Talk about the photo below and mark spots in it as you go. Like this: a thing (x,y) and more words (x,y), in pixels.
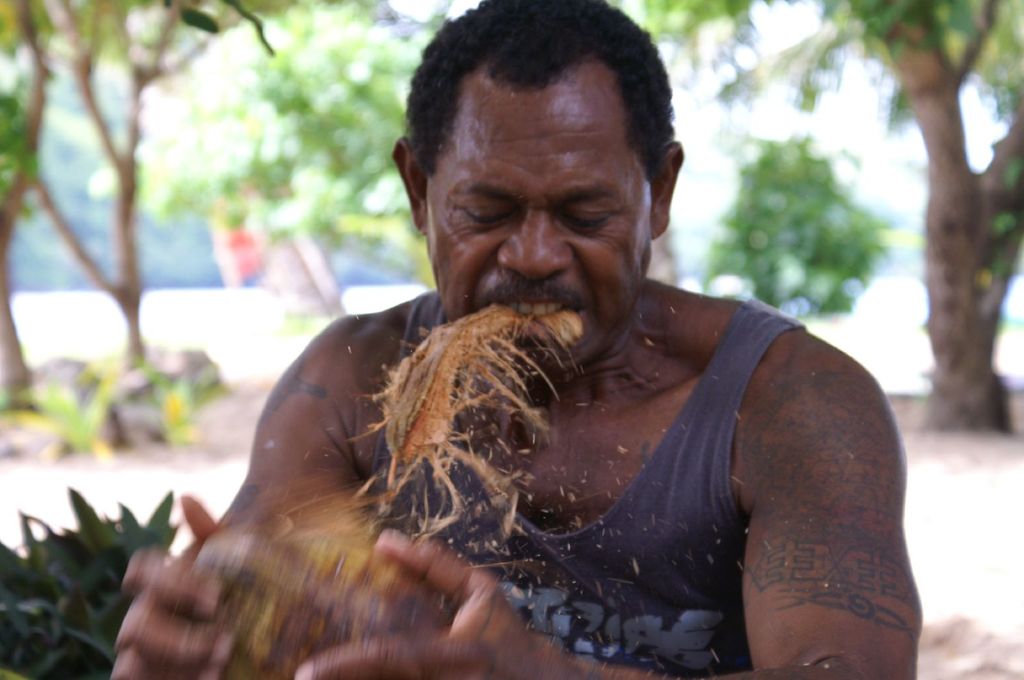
In this image I can see a man (654,407) in the front (666,470) and in his mouth (498,305) I can see a brown colour thing (475,366). I can also see he is holding an object (381,604). In the background (71,663) I can see few plants (109,638), number of trees (242,202) and I can see this image is little bit blurry in the background (219,6).
